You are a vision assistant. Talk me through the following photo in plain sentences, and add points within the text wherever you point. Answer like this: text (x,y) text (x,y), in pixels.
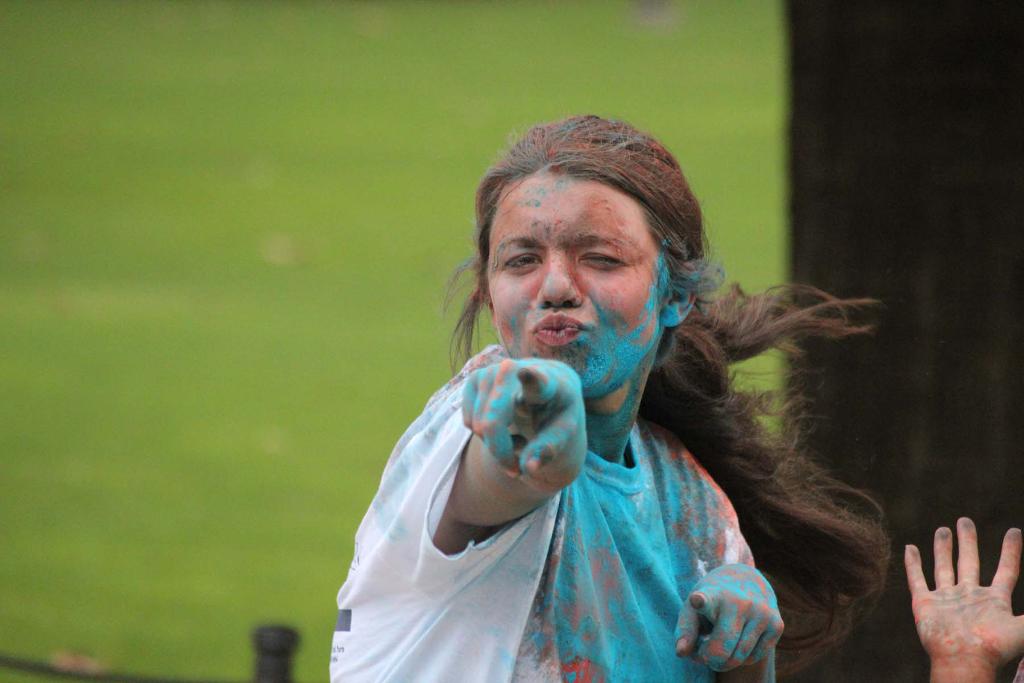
In this picture I can see a woman (726,297) in front (546,497) and I see that she is wearing white color t-shirt (492,542). I can also see that there is blue color on her body (546,329) and on her t-shirt (451,415) and on the right bottom of this picture (944,589) I can see a hand (959,605) of a person (950,602) and it is green in color in the background (127,549).
